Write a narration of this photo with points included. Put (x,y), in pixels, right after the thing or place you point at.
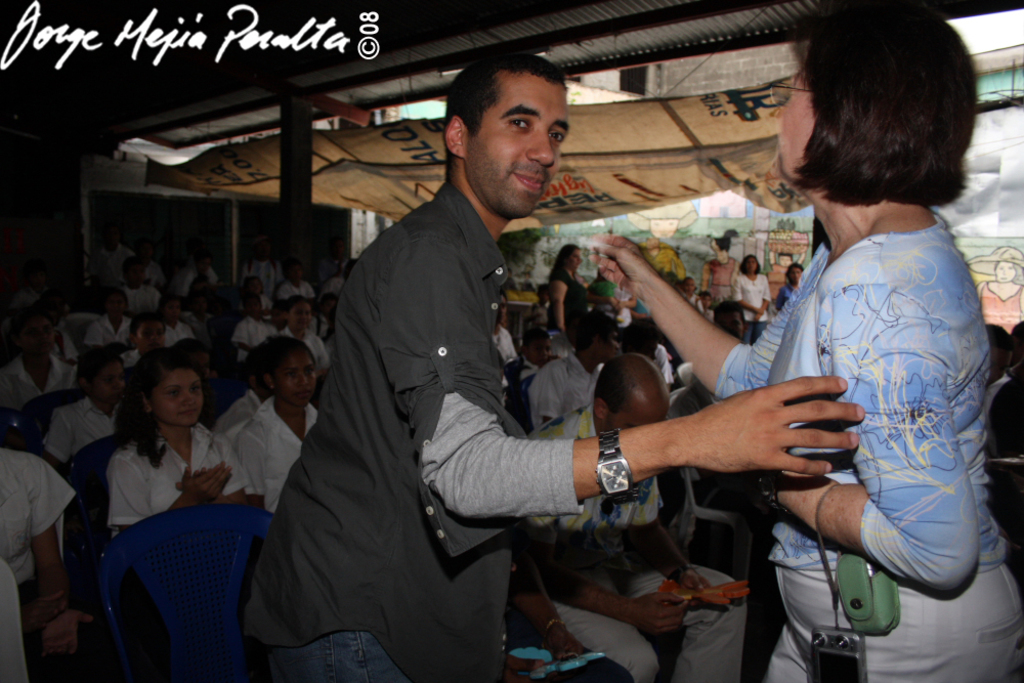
In this picture I can see a man (699,452) and a woman (1015,594) are standing in the middle (392,431), in the background (635,351) a group of people (594,413) are sitting on the chairs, in the top left hand side (315,48) I can see the text (199,45).
